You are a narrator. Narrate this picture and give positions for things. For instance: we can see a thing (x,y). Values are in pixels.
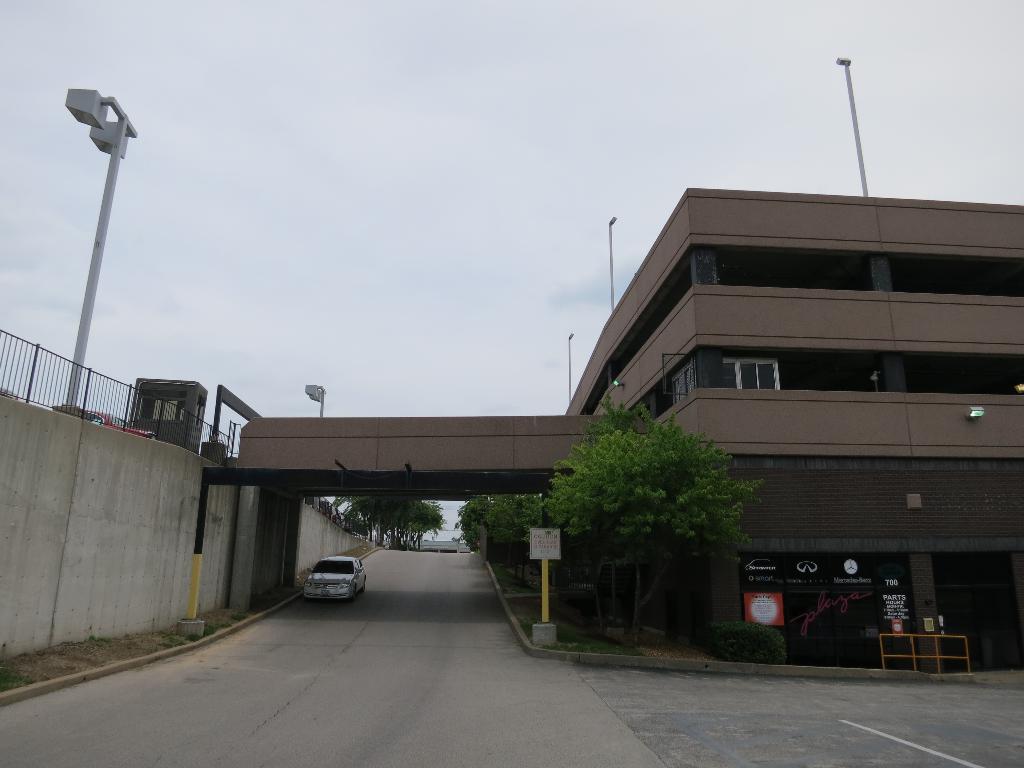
In this image I can see the road (317,683). On the road (294,643) there is a vehicle (316,581). To the side of the road (306,631) there are boards (538,557) and many trees (526,550). To the right (705,314) I can see the bridge (535,481) and building (724,408). In the background (544,189) I can see the sky (310,199).
